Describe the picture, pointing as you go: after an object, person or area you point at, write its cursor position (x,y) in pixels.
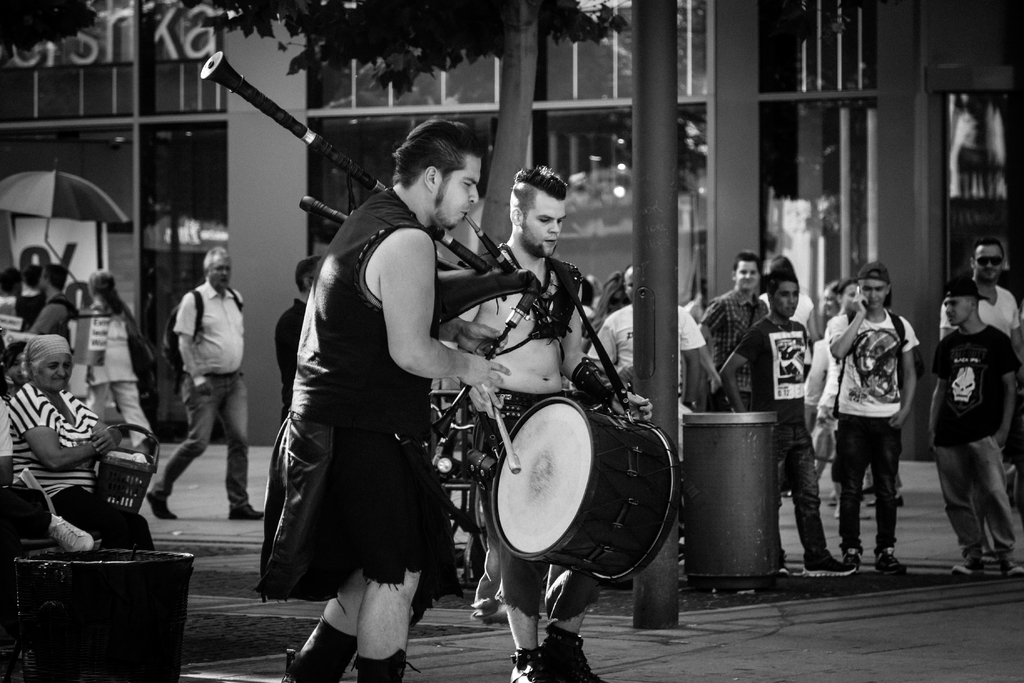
In this image I can see two people (499,349) are playing the musical instruments (571,412). In the back ground (994,386) there are many people (730,364) standing and one woman (56,428) is sitting and holding the basket (142,473). In the background (248,158) there is a building (472,88) and the trees (292,64).
